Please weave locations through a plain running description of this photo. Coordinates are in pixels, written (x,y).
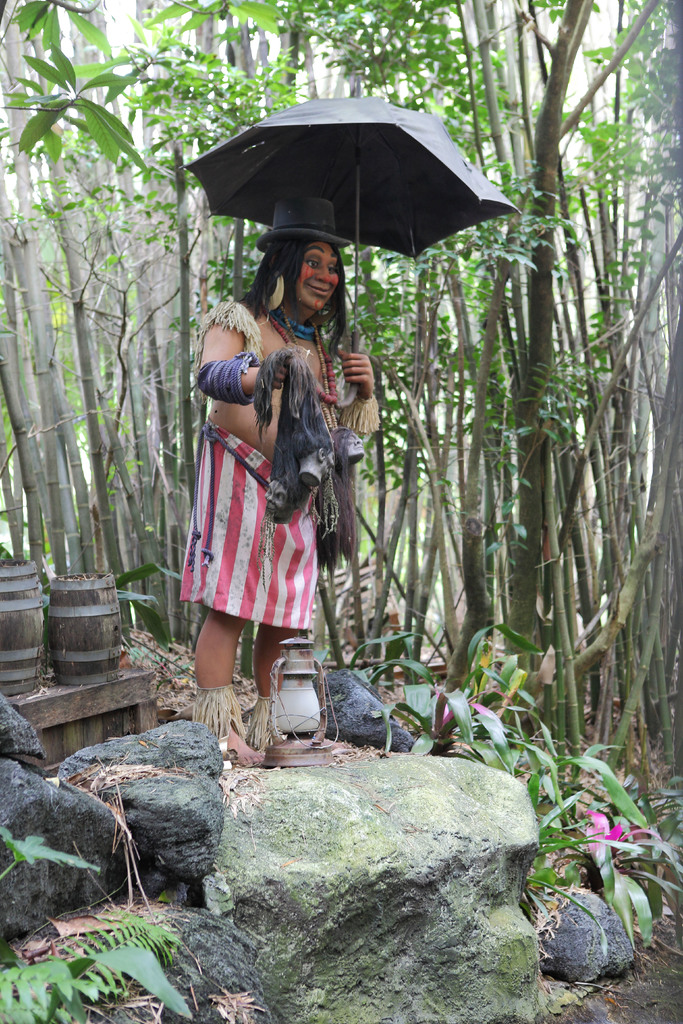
In the center of the image (309,566) we can see a statue (278,381) holding an umbrella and a lamp (309,737) is placed on the ground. In the foreground (489,909) we can see some rocks (246,878). On the left side of the image (108,639) we can see two barrels (91,632) placed on the surface (122,685). In the background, we can see a group of trees (143,38), plants (549,747) and the sky (128,46).
